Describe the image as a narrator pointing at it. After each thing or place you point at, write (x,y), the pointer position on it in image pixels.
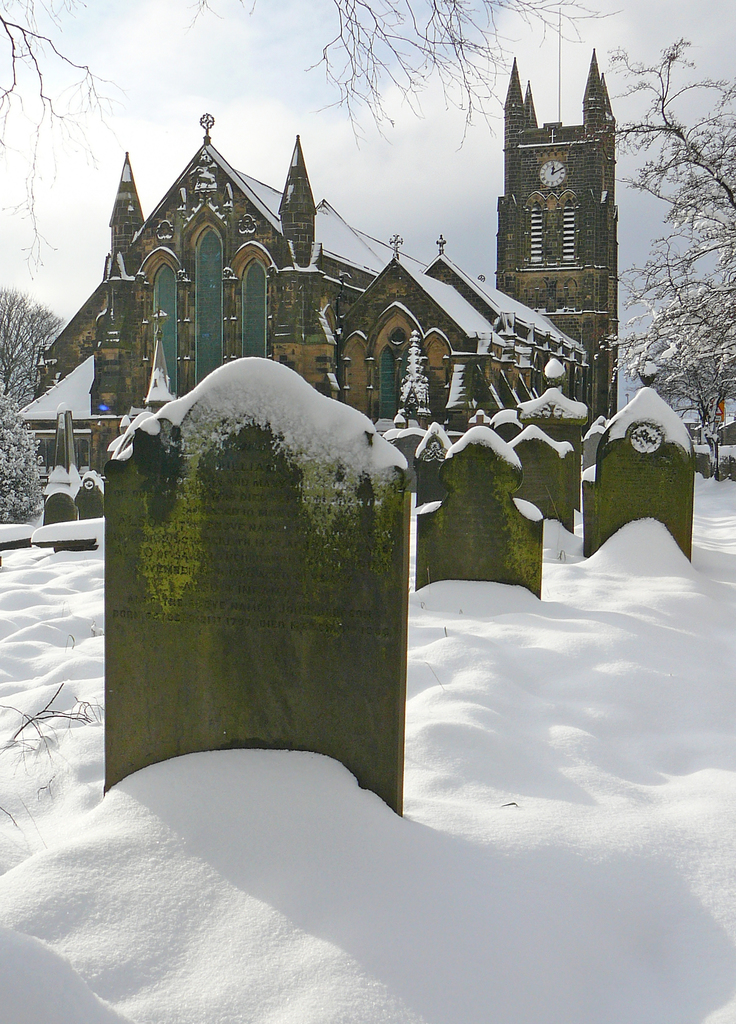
In the picture we can see a church building (213,174) with a cross symbol (205,139) on the top of it and behind it, we can see some part of the church building (562,190) with a clock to it and near the church (563,339) we can see some grave stones (170,679) on the snow surface (353,843) and some snow (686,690) on it and around the church (452,353) we can see some trees (719,330) and in the background (333,153) we can see a sky (257,129).
